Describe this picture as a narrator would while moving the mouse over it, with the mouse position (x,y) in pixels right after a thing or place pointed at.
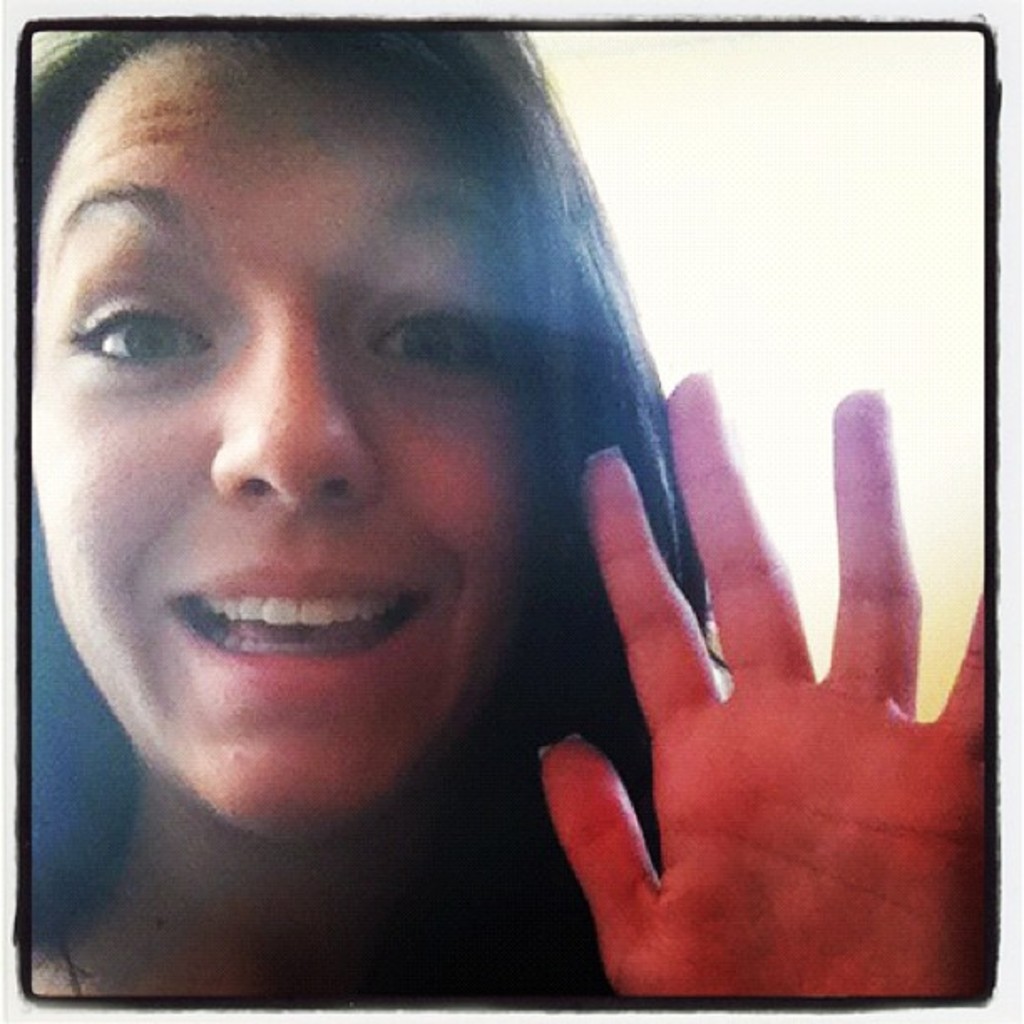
This is a photo. In this picture we can see a lady (358,682).
